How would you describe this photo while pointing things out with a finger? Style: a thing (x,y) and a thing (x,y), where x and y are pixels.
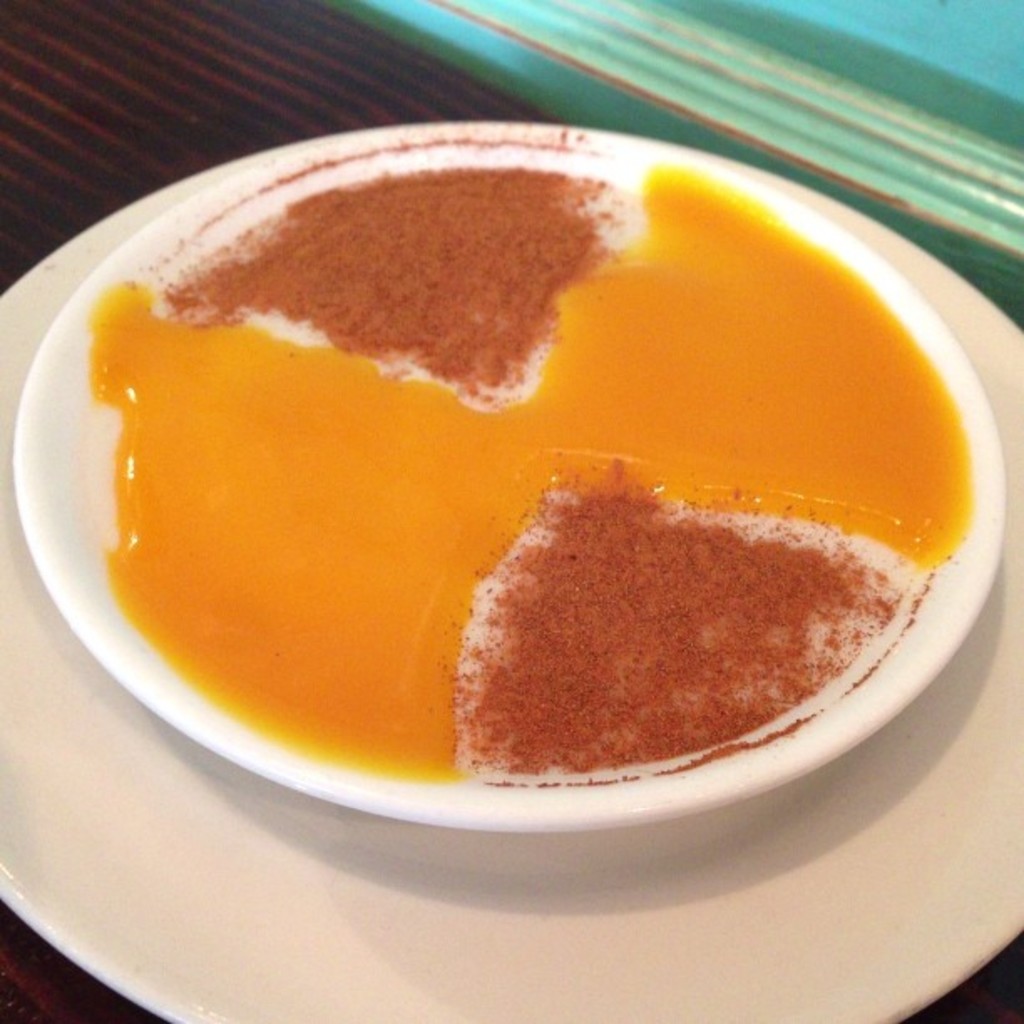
In this image we can see a plate (53,501) on another plate (89,749). On the plate (449,632) there is a food item (518,369). And the plate (95,889) is on a wooden surface (106,104).
